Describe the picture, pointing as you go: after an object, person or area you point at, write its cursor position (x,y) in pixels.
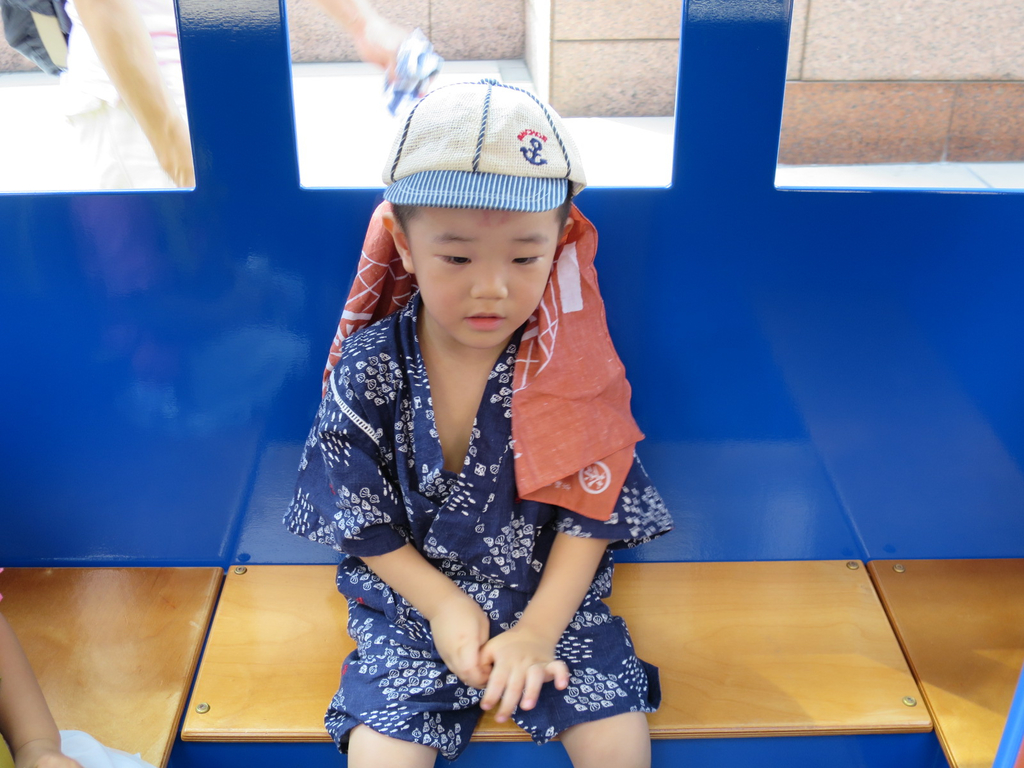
In this image I can see a boy (464,438) wearing blue, white and orange colored dress (460,530) and white colored hat (439,161) is sitting on the orange colored bench (329,652). I can see another person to the left side of the image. I can see a blue colored surface (209,168), person (161,69) standing, the wall (545,44) and the ground (611,161) in the background (611,161).
